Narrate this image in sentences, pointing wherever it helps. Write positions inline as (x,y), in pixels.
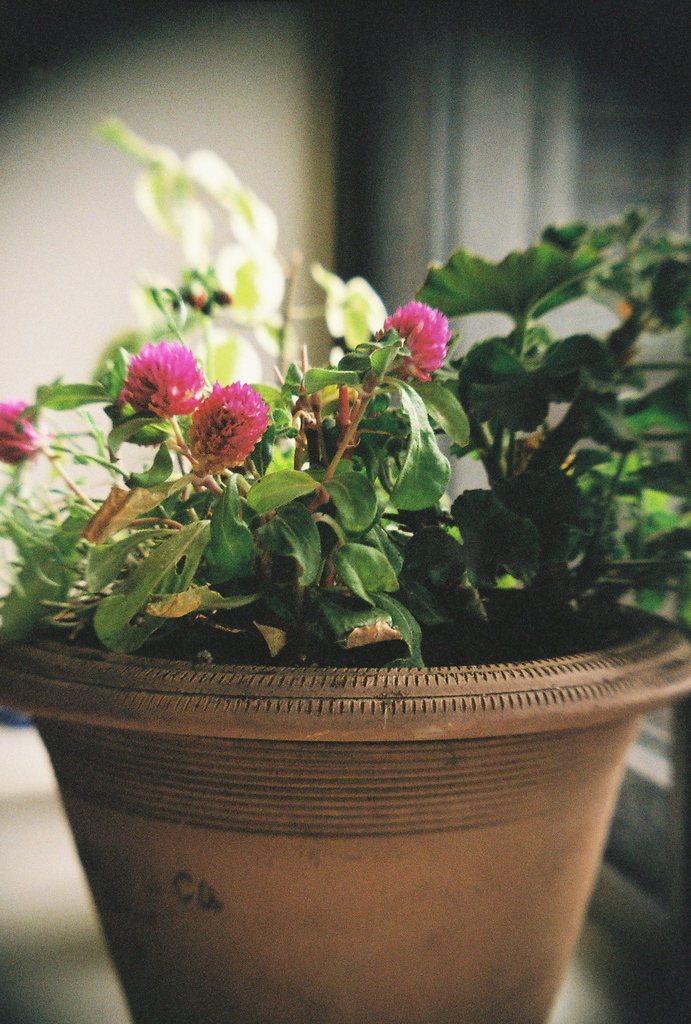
In this image we can see plants (364,479) with flowers (192,396) in the pot (344,872) on a platform (49,826). In the background (41,319) the image is not clear to describe.
